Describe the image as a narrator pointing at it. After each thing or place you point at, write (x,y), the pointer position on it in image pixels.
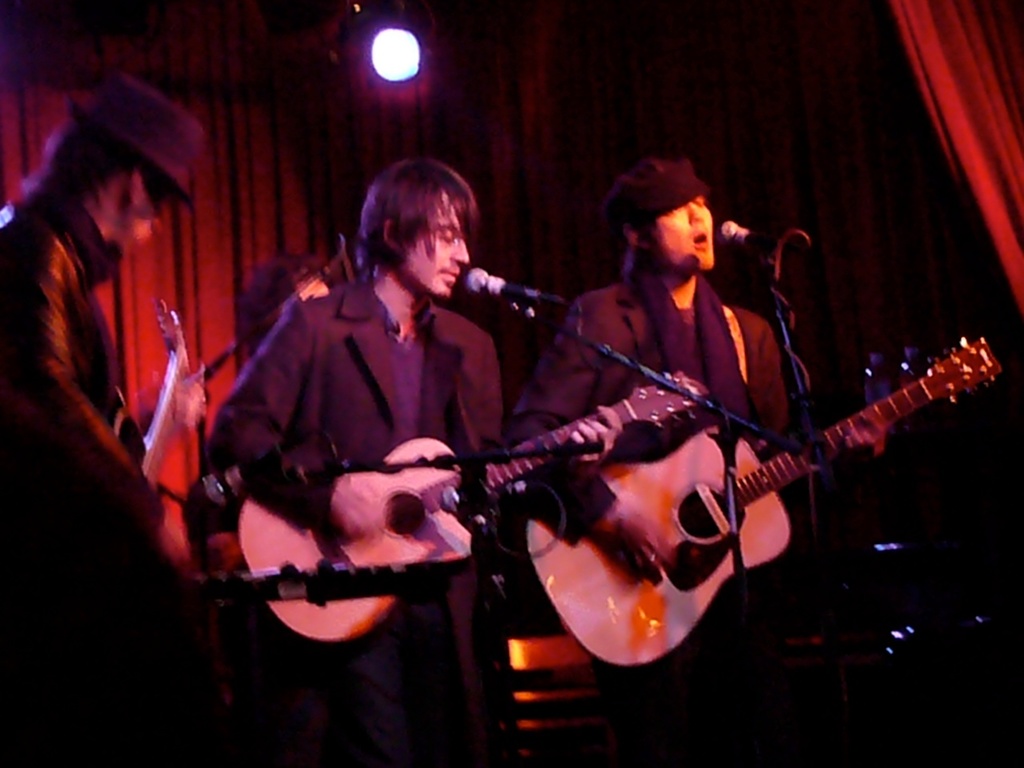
In this image I see 3 men (52,174) and all of them are standing in front of the mics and they're holding the guitars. In the background (311,21) I see the curtain (492,64) and the light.
